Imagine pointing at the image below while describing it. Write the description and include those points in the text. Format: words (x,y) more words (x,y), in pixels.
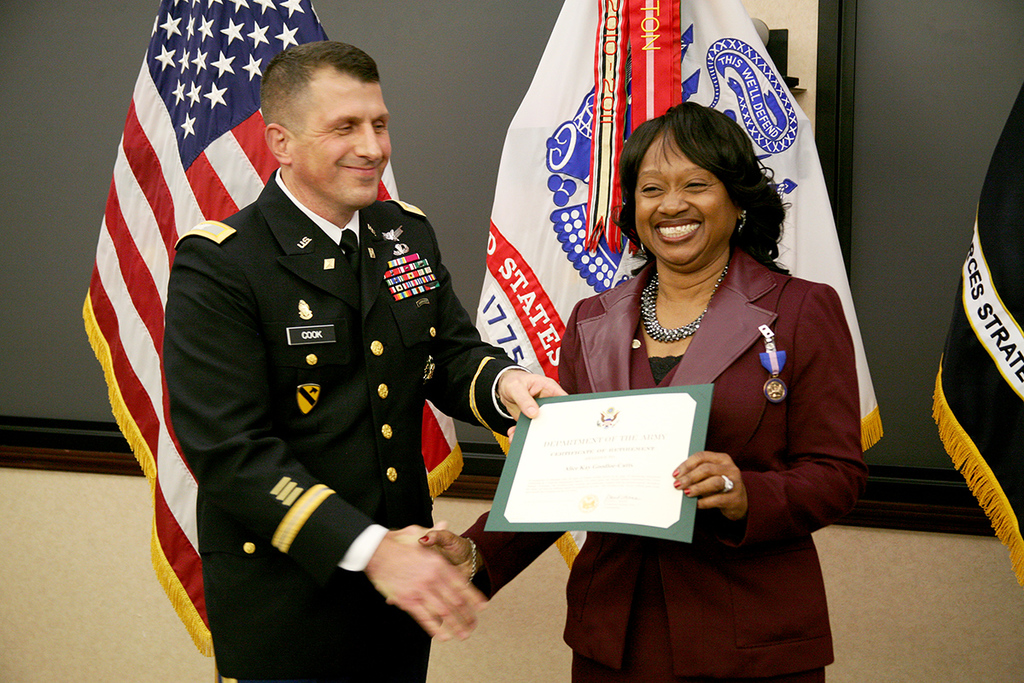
In this image we can see a man (327,257) and a woman (614,537) holding a certificate (602,469) and standing and smiling. In the background (414,176) we can see the flags (1016,274) and also the window (921,108).
